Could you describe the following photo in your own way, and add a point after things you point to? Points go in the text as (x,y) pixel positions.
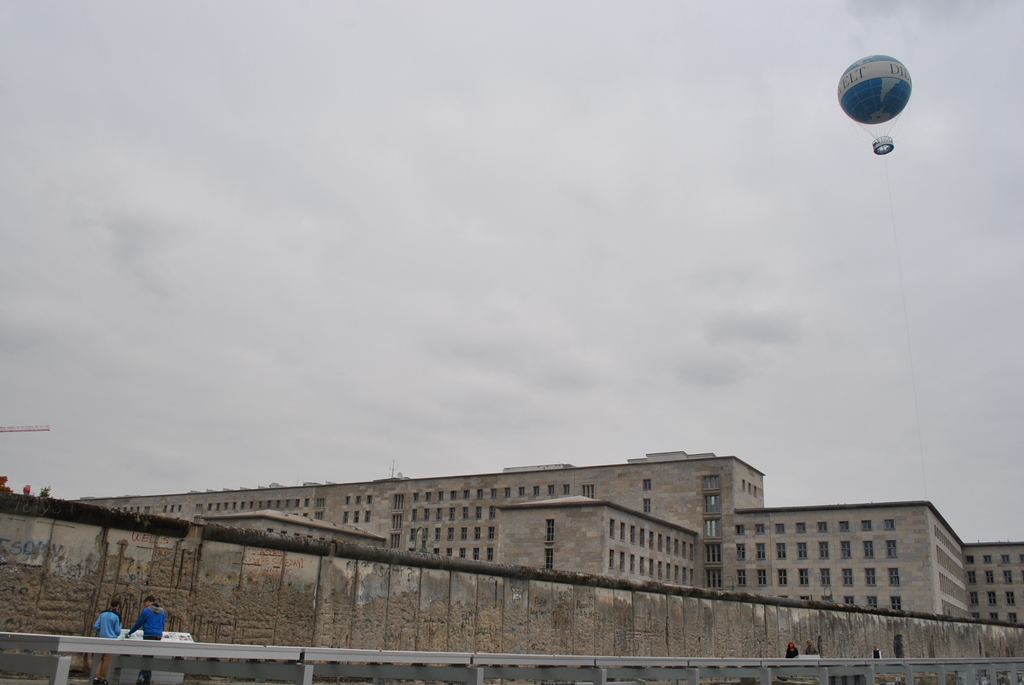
In this picture there are two persons (148,633) standing in front of a white color object (174,636) and there is a crane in the left corner (30,429) and there is a balloon (857,89) attached to a rope (913,400) in the right corner (904,293) and there is a fence wall (208,633) and a building (624,550) in the background (533,518) and the sky (339,174) is cloudy.
